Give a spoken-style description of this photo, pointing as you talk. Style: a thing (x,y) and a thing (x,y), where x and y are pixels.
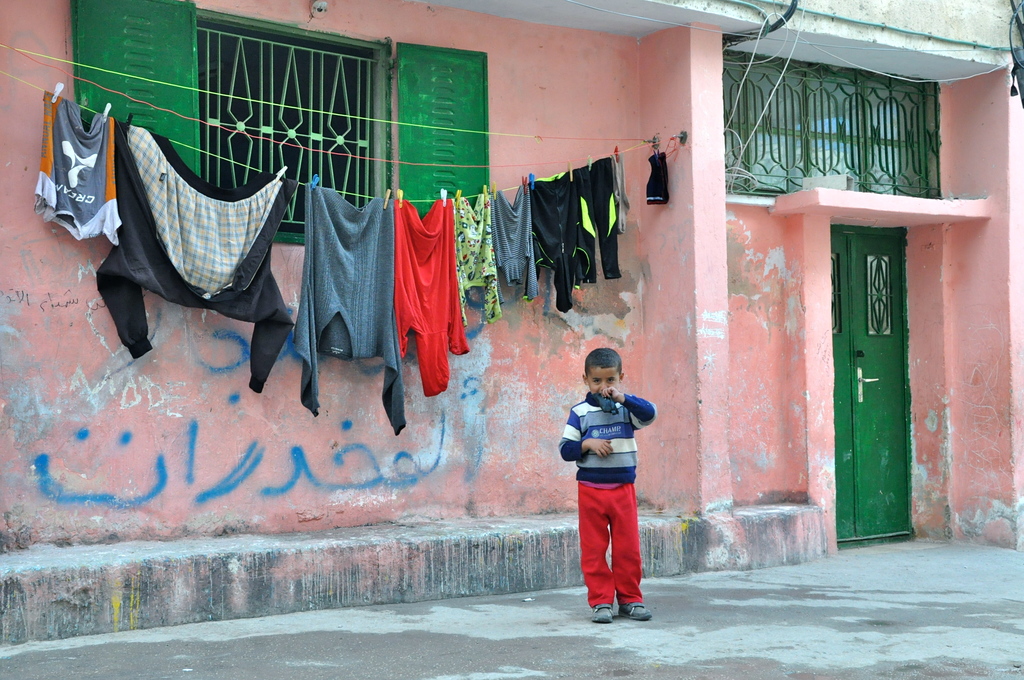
Here in this picture we can see a child (652,411) standing on the ground (657,585) and behind him we can see a house (640,502) present and we can also see a window (307,104) and a door (846,411) present and on the wall (675,130) we can see clothes (181,198) hanging on a rope (647,140) and we can see some text (297,469) written on the wall (521,437).
